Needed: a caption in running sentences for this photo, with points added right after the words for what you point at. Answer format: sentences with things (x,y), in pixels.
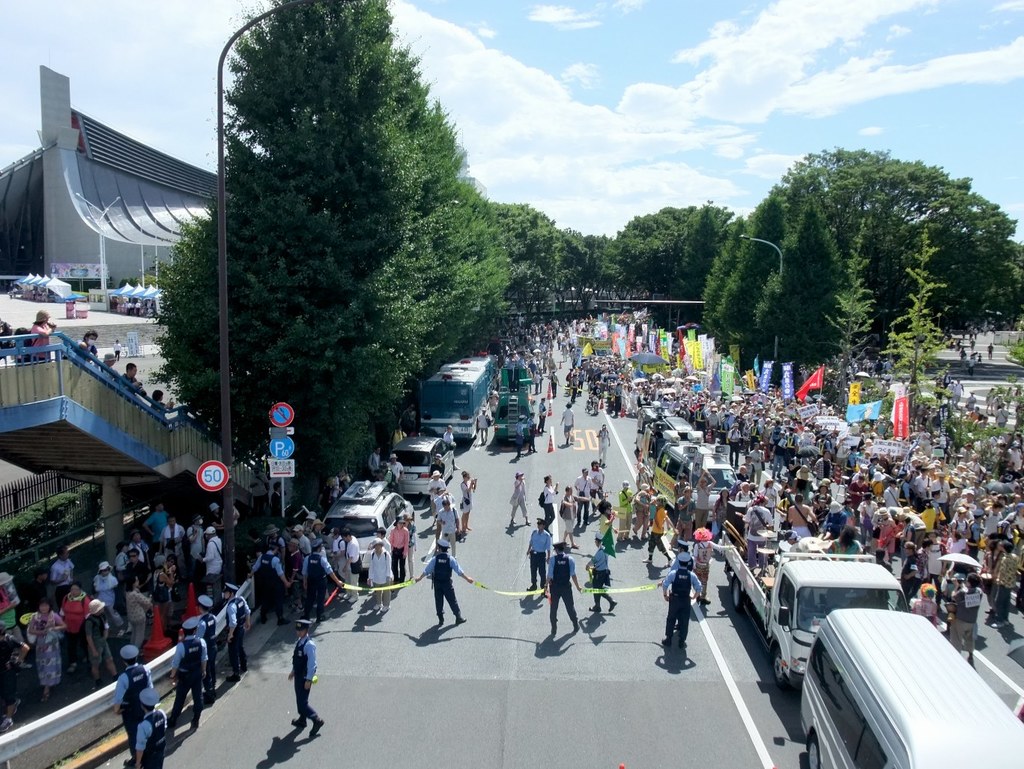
There is some event going on, on the road (705,639) some vehicles (657,426) are moving on the road (753,732) and around the vehicles (676,436) there is a huge crowd (849,521). On the left side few vehicles (416,475) are parked beside the footpath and the roads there are plenty of trees (655,267), On the left side (122,208) there is a building (122,208) and there are two caution boards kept on the footpath (234,568) and beside those boards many people (96,584) were standing and there are stairs (107,435) upwards behind the footpath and people (95,352) were also standing on those stairs (123,382). In the background (669,114) there is a sky (749,170).
